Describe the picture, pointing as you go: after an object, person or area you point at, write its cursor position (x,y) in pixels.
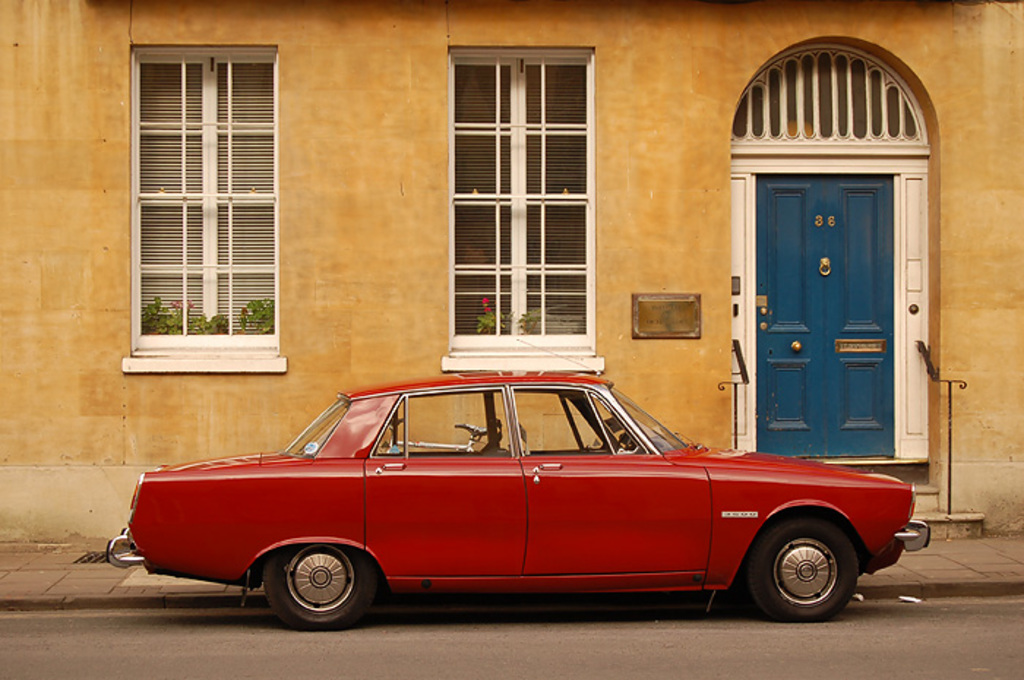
In this image I can see a car (383,479) which is in red color, background (709,431) I can see a bicycle (477,435), a building (283,153) in brown color, two windows (523,204), few plants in green color and door (859,298) in blue color.
